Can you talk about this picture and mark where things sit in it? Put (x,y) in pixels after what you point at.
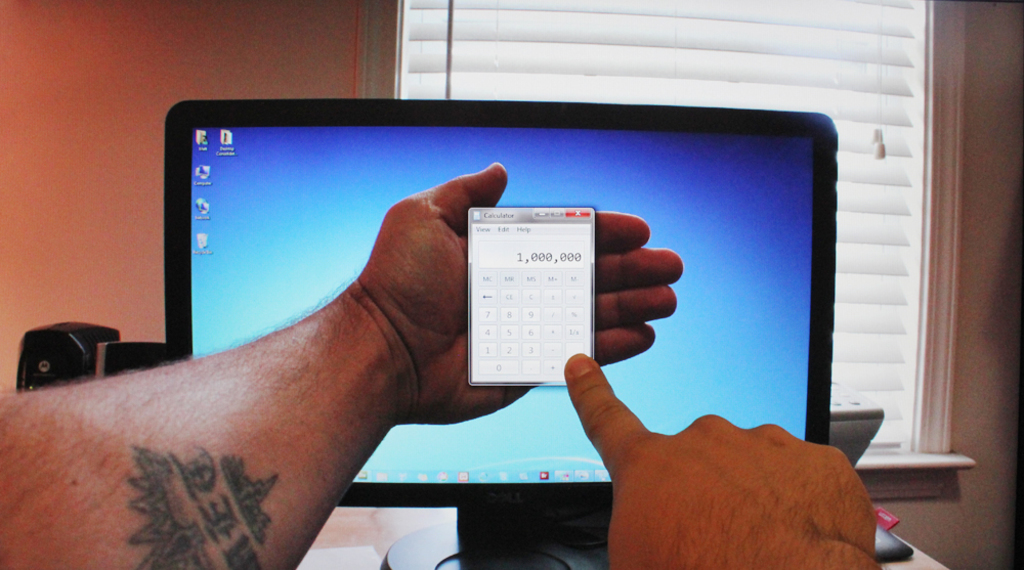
In the foreground (217,483) we can see the hands (253,418) of a person (240,501). Here we can see the tattoo (161,498) on the hand (177,501). Here we can see the computer (461,498) and speakers (147,350) on the wooden table (401,529). In the background (563,63), we can see the window blinds (774,44). Here we can see the calculator application (585,261) on the screen (526,210) of the computer (230,307).
